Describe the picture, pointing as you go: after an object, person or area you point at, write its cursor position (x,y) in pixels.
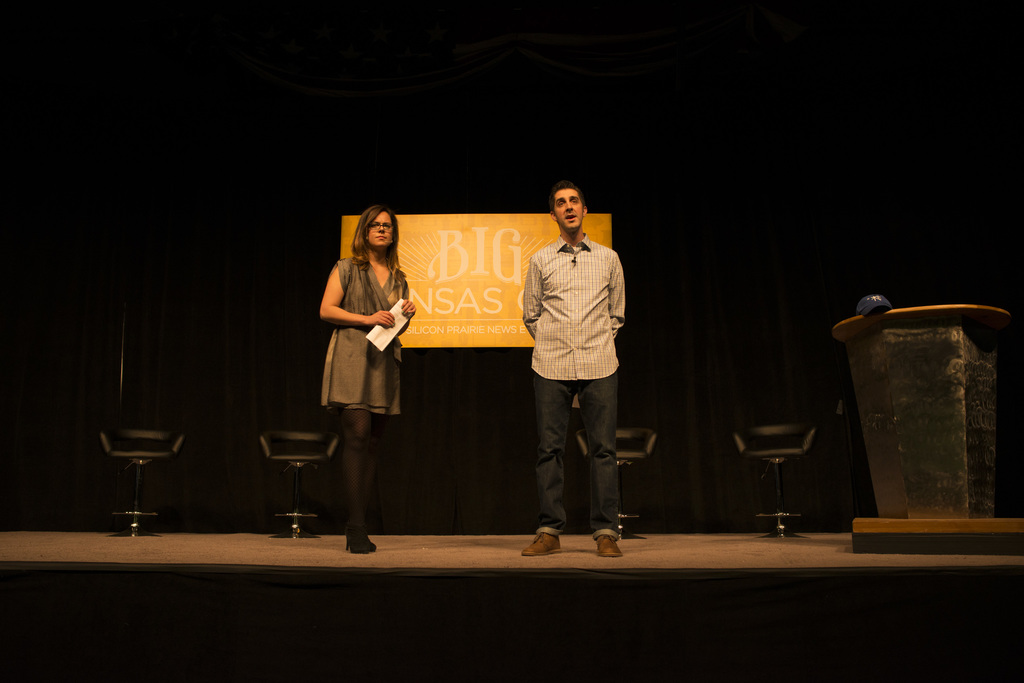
This picture is clicked inside. On the right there is a man (580,356) wearing shirt (564,289) and there is a woman (391,276) wearing dress (367,309), holding an object (380,335) and both of them are standing on the floor (360,564). On the right corner (964,343) there is a cap (873,309) placed on the top of the wooden podium (950,410). In the background (828,394) we can see the chairs (779,451) and the curtains (981,186) and we can see a banner (430,222) on which we can see the text (476,306) is printed.
